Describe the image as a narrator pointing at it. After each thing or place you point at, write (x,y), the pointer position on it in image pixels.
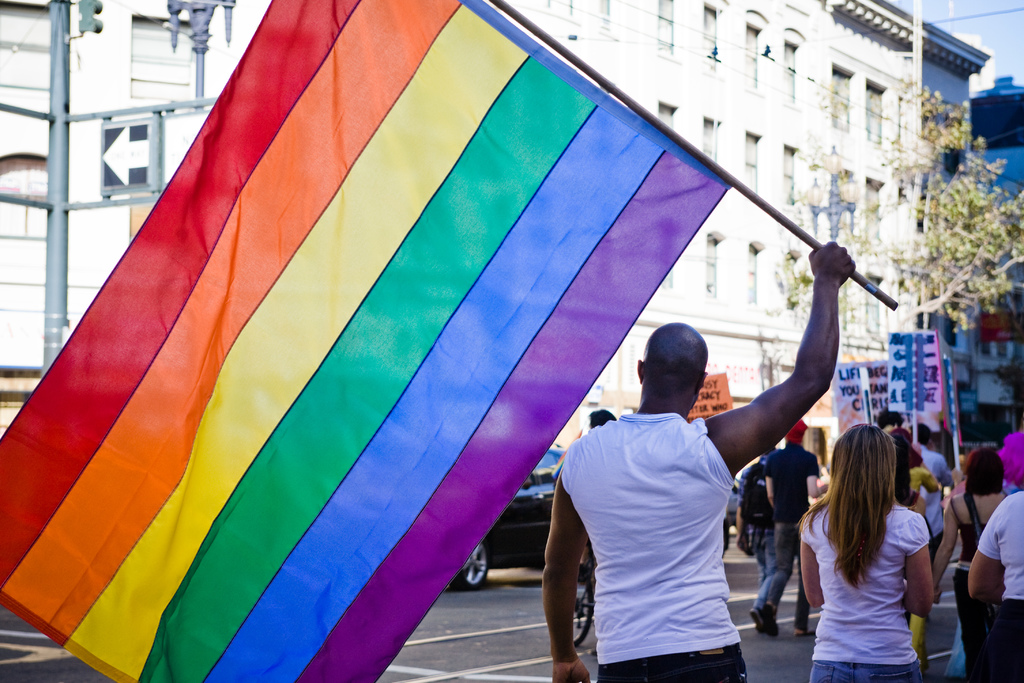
In the foreground of the image (696,626) there is a person (682,392) holding a flag (148,285). To the right side of the image (824,664) there are people (787,435) walking. In the background of the image (621,2) there is a building (853,150). There is a tree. There is a car (482,582) on the road (494,620). To the left side of the image (48,209) there is a pole (30,204).
